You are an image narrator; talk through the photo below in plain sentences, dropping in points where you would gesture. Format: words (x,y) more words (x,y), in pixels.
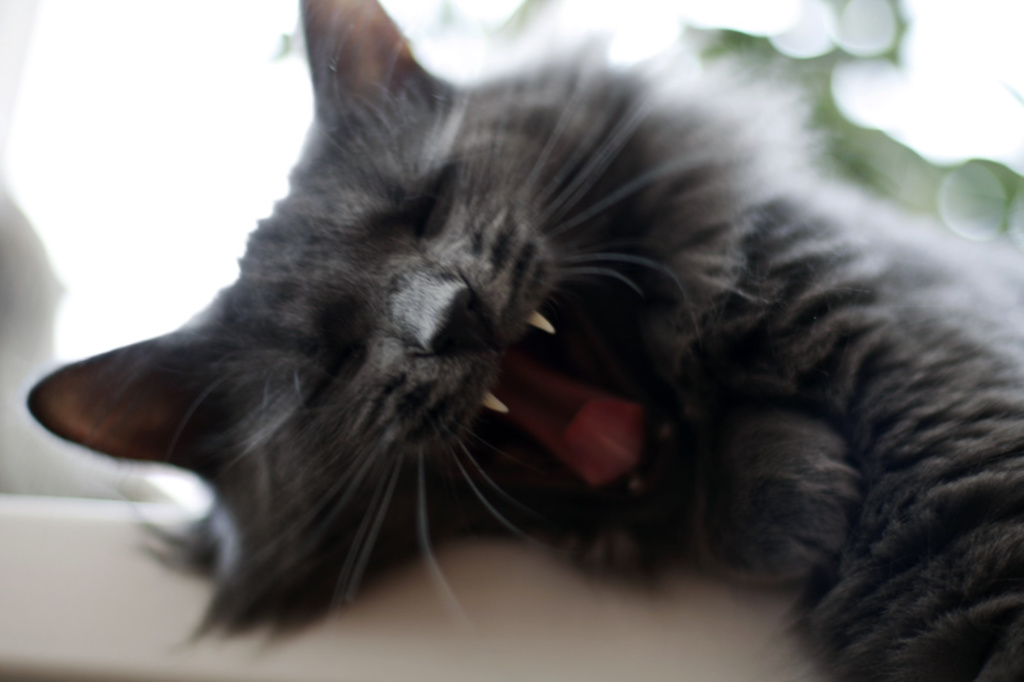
In the picture we can see a cat (617,554) laying and opening its mouth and the cat (891,505) is black in color with some gray in color with a fur (325,343).
